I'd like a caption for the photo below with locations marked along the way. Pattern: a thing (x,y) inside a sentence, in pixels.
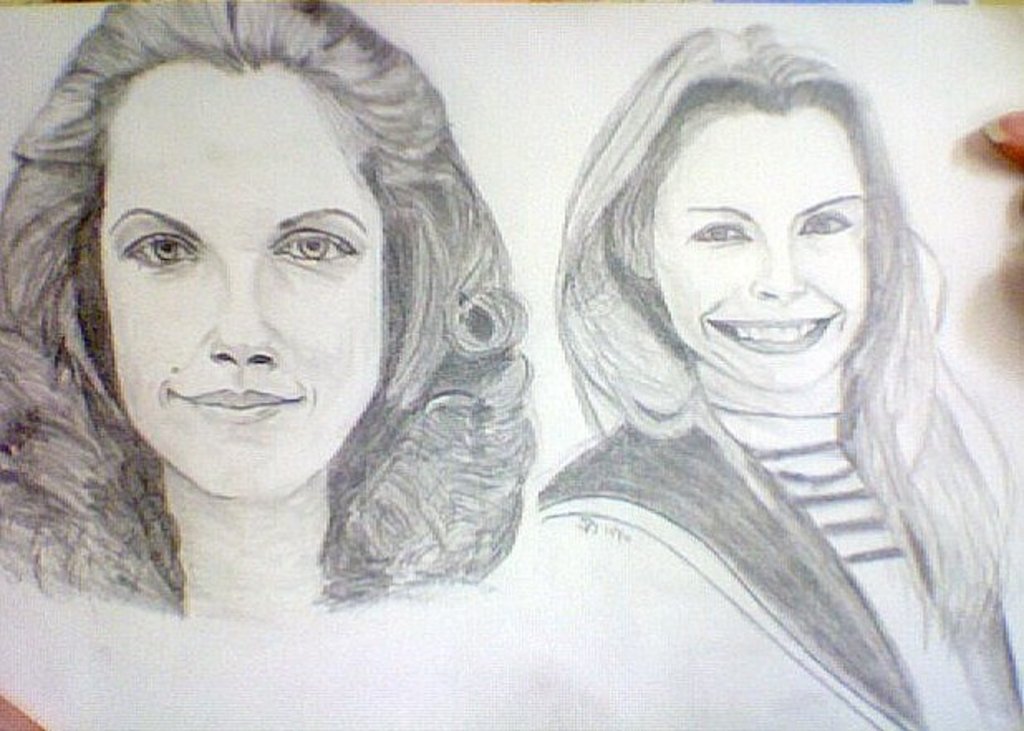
In this image we can see a drawing (276,289) of two women (848,387) on a paper (182,556).
